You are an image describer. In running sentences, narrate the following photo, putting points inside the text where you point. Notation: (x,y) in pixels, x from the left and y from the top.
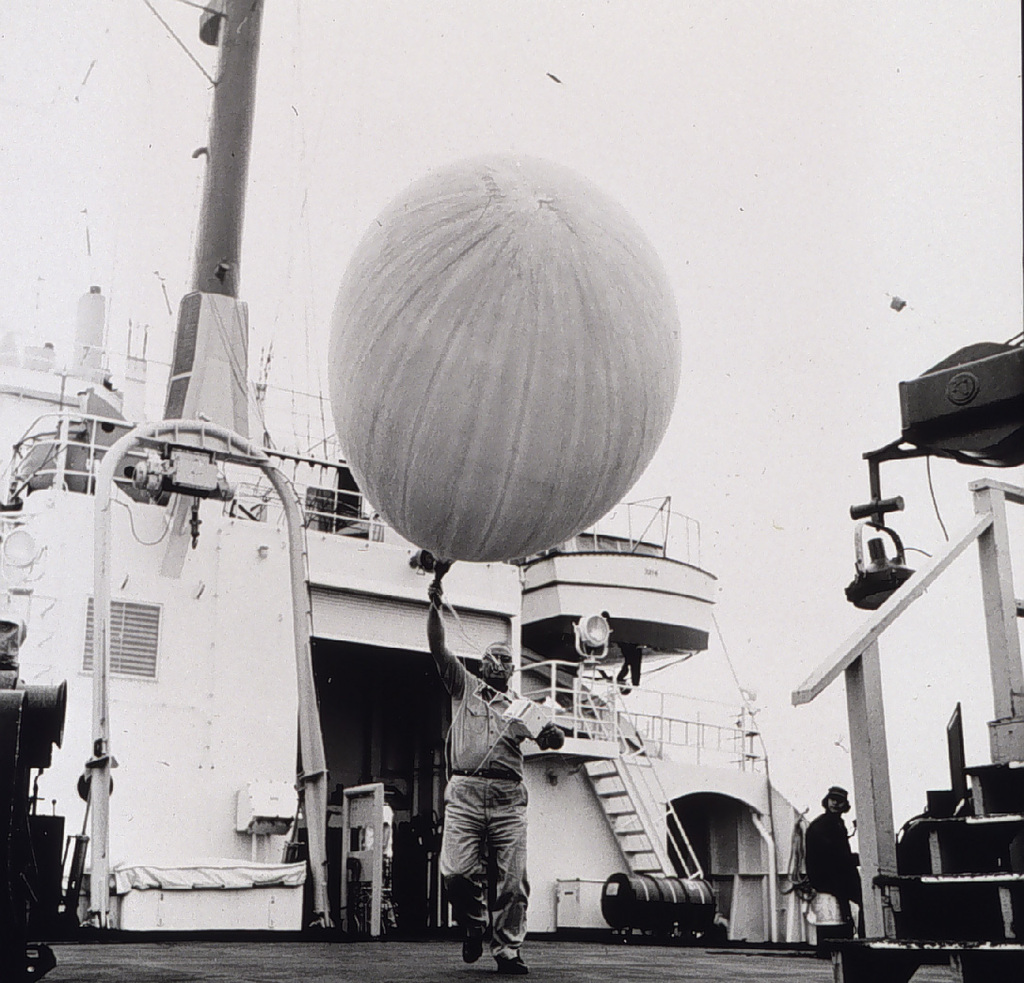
This picture shows the ship (4,364). We see couple of men (505,815) and a human (825,890) is standing and a man (444,660) holding a balloon (466,542) in his hand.
